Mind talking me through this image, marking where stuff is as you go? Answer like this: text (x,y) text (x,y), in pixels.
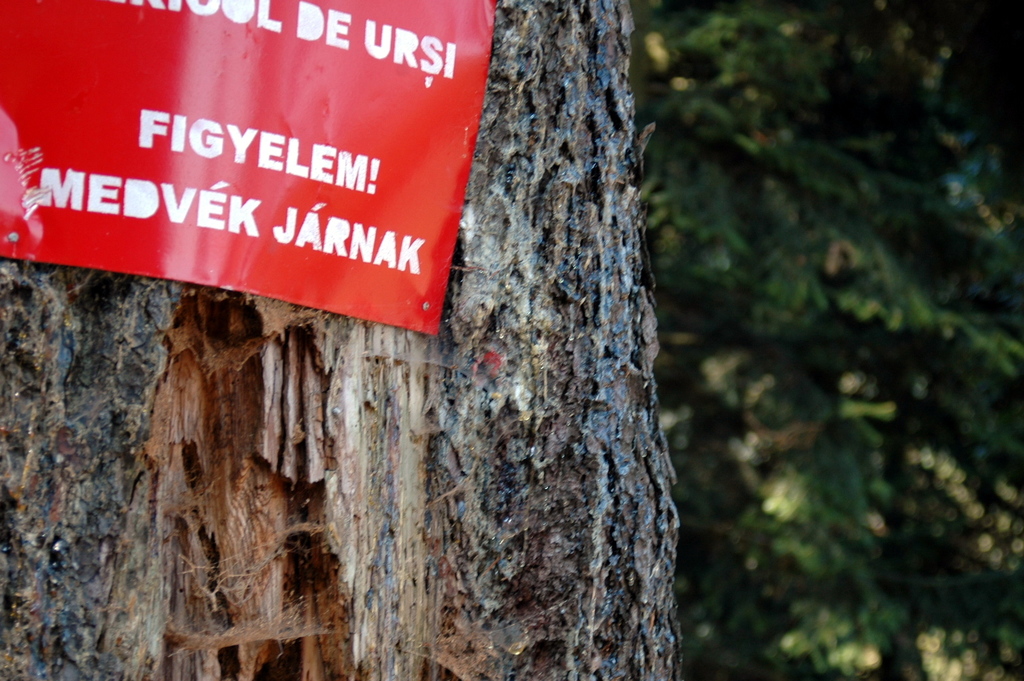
In this image we can see a board (240,239) with some text (306,242) on it which is pinned on the bark (530,391) of a tree (549,515). On the backside (833,437) we can see a tree (830,378).
